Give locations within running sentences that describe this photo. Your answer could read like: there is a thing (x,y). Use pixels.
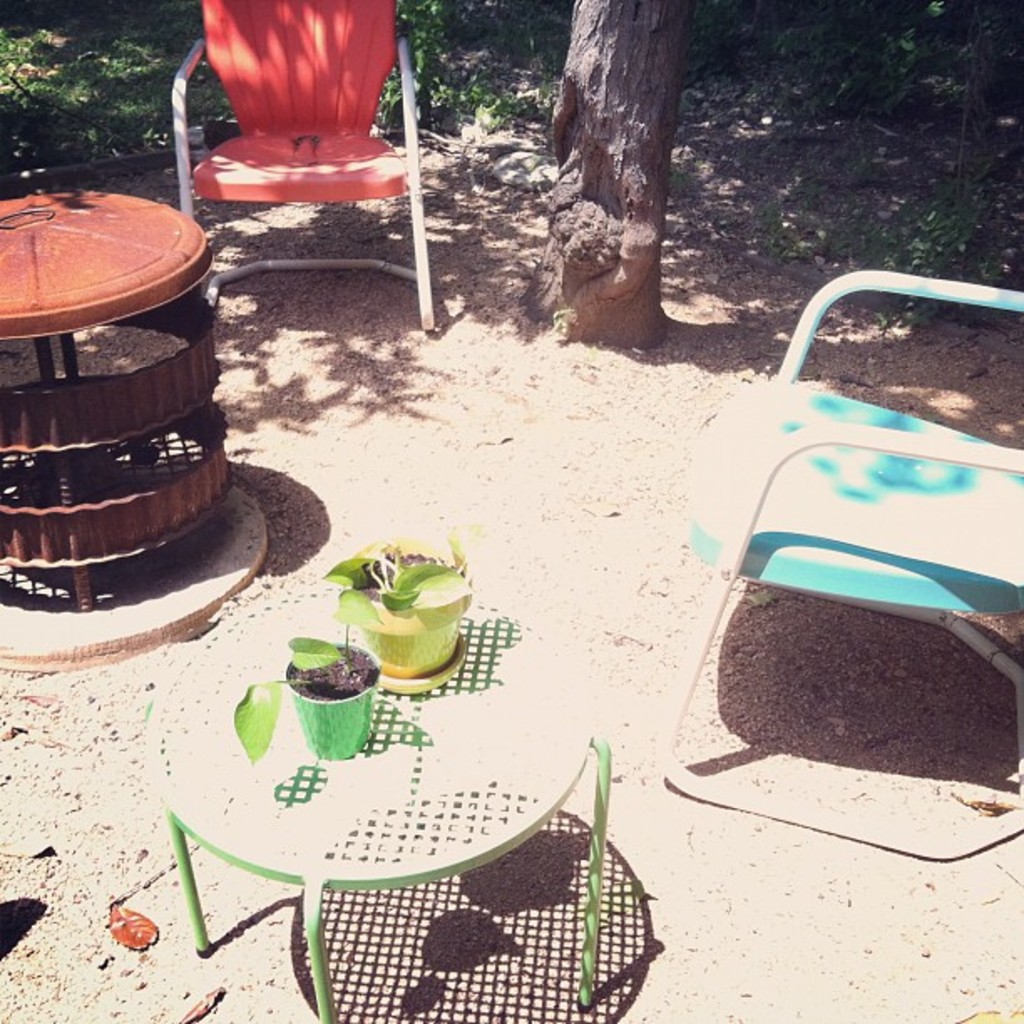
There is a green color table (406,812). On the table (358,796) there are two flower pots (359,664). To the right corner (850,475) there is a blue chair (840,476). And to the left top corner (289,99) there is a red chair (284,112). And at the back of the chair (295,104) there is a grass (104,81). And we can also see a tree trunk (587,159).
